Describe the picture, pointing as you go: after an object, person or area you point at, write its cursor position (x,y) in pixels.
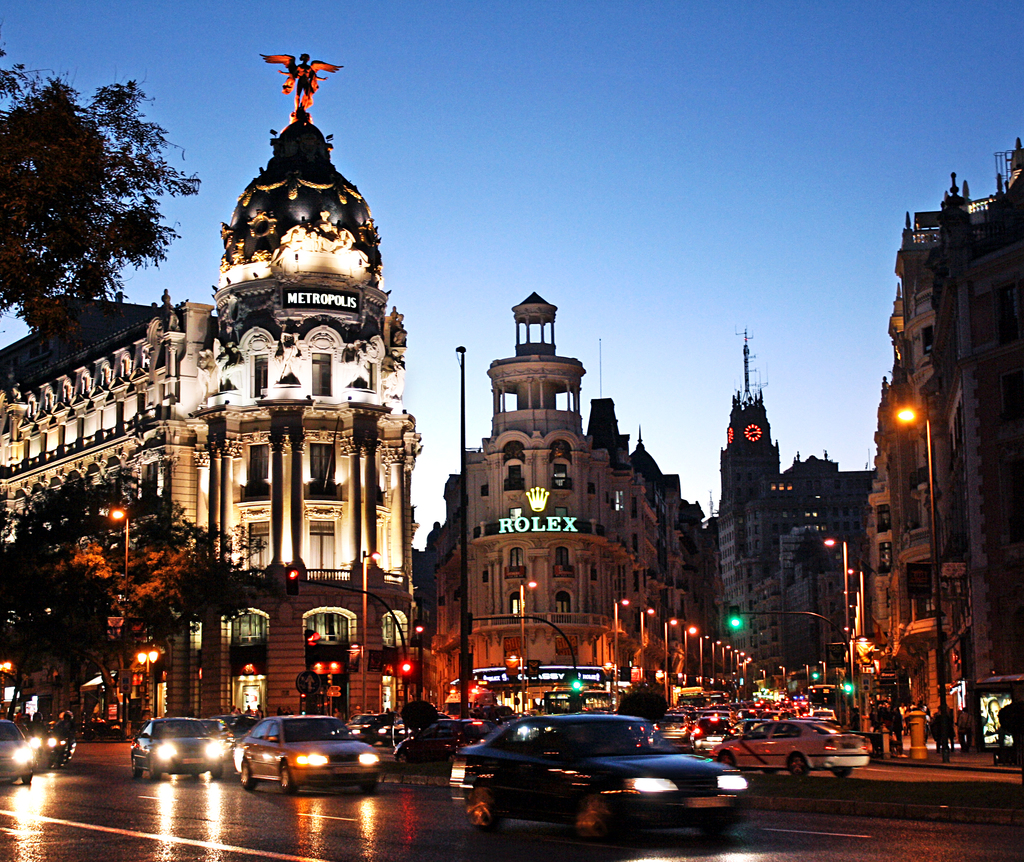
In this image I can see the vehicles (519,766) on the road (632,849). I can see the street lights (468,705). On the left side (98,236) I can see the trees (89,612). In the background (603,570), I can see the buildings (510,560) with some text (503,531) written on it. At the top (622,139) I can see the sky (603,119).
